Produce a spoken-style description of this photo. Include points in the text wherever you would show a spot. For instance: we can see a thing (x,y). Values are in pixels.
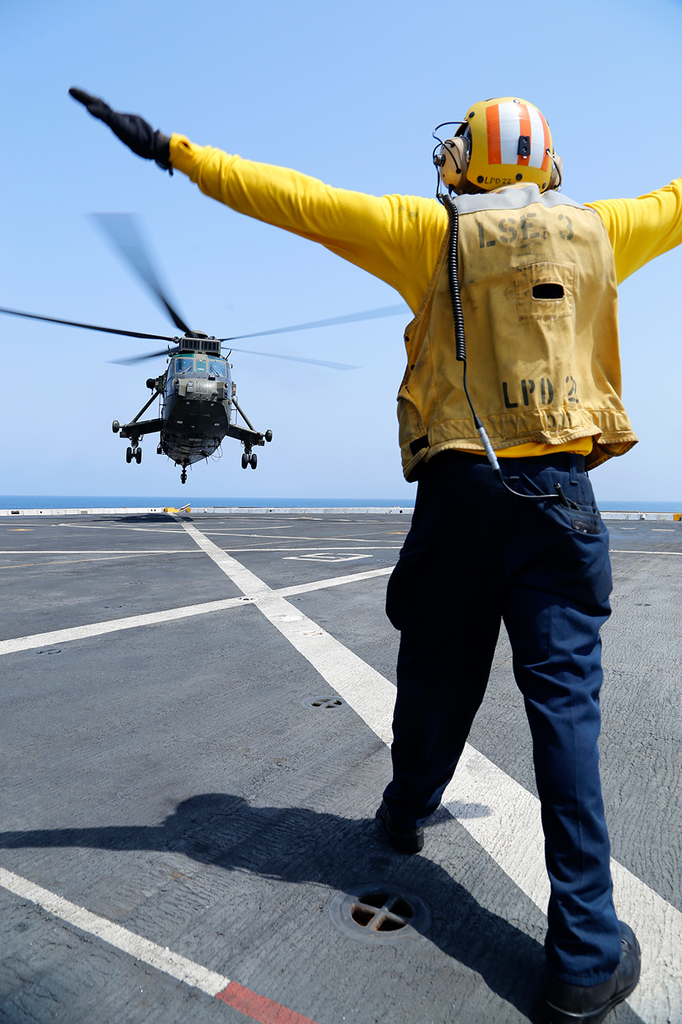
In the image we can see there is a man (482,599) standing on the runway (460,1011) and he is wearing helmet (516,140) and headphones (470,166). There is a helicopter (221,391) flying in the sky (150,364) and there is a clear sky (161,372).
